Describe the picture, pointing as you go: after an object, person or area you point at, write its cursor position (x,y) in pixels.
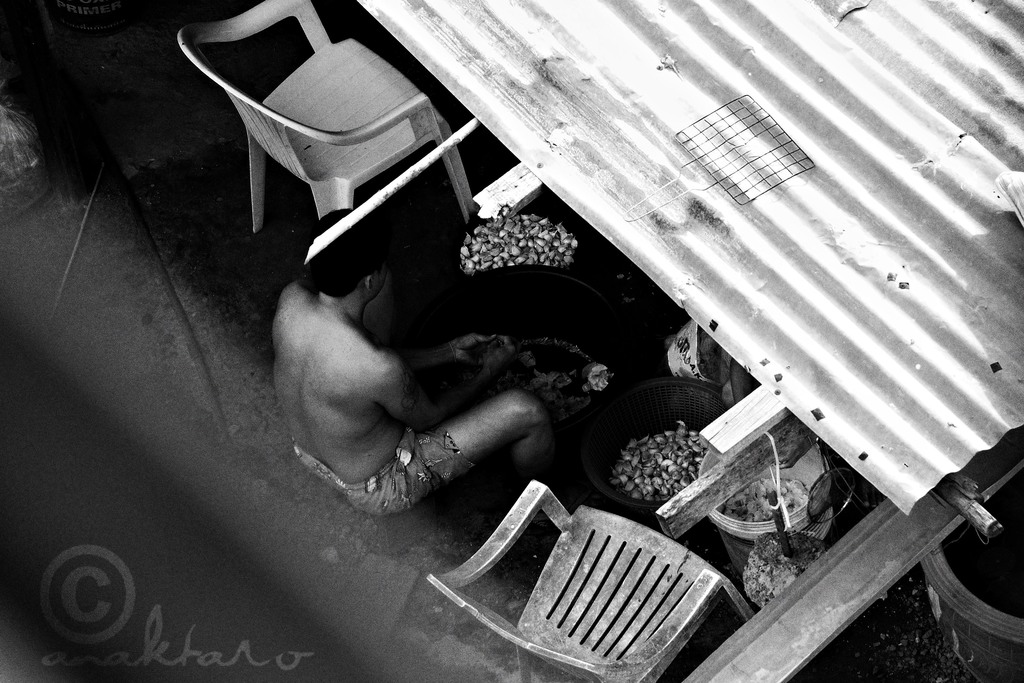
I see this is a black and white image and I see 2 chairs (296,165) and I see 2 tubs (617,429) in which there are many things (536,385) and I see many things (506,248) over here too and I see the bucket (798,526) over here and I see the shed (685,199) and I see a man (446,463) over here who is wearing shorts (392,460) and I see the path (266,451) and I see the watermark (67,554) over here.
